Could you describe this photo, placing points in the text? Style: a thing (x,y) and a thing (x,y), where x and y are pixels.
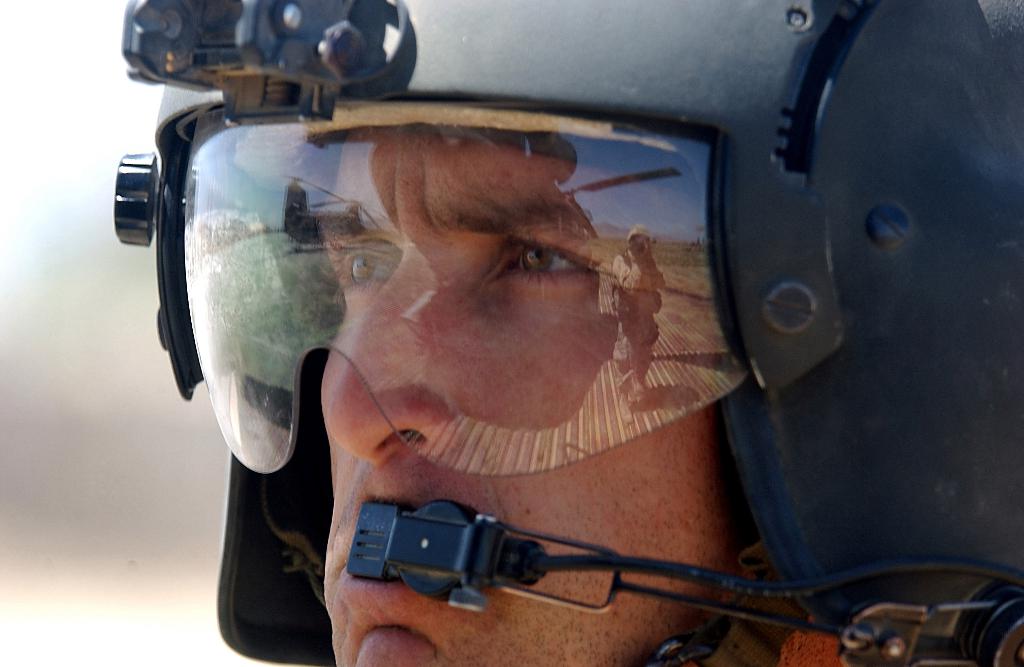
In this image in the foreground (454,340) there is one person (573,303) who is wearing a helmet (769,319), and the background (115,477) is blurred.
